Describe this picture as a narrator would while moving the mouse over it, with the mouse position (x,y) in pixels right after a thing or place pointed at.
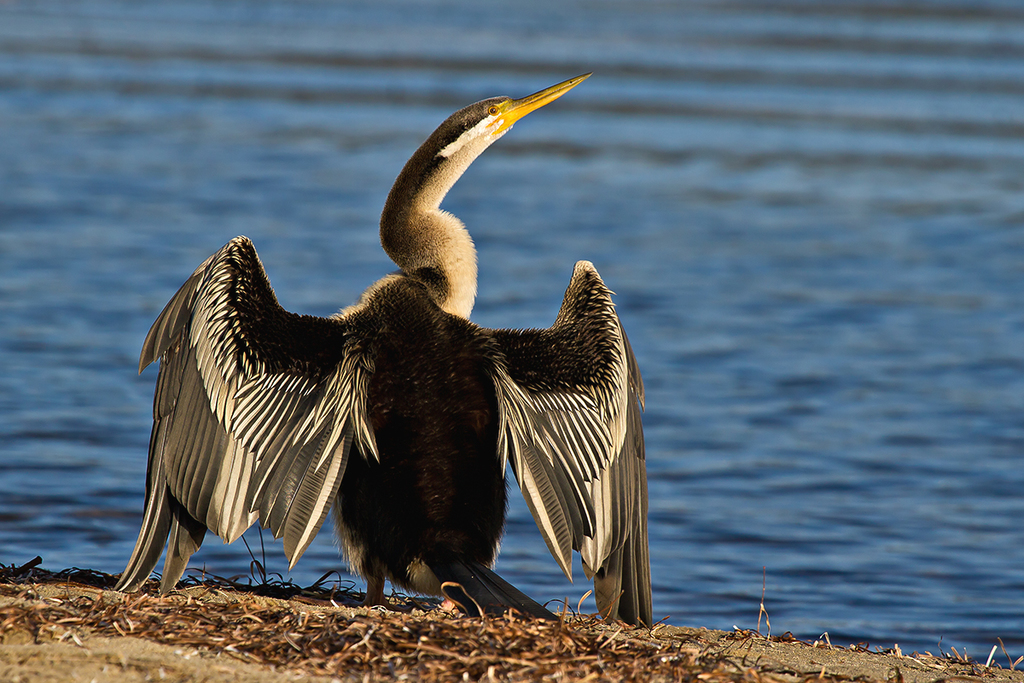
In this image, we can see the bird (485,500) on the ground (505,642). Here we can see twigs (384,646). Background (98,151) there is a blur view and water (787,403).
